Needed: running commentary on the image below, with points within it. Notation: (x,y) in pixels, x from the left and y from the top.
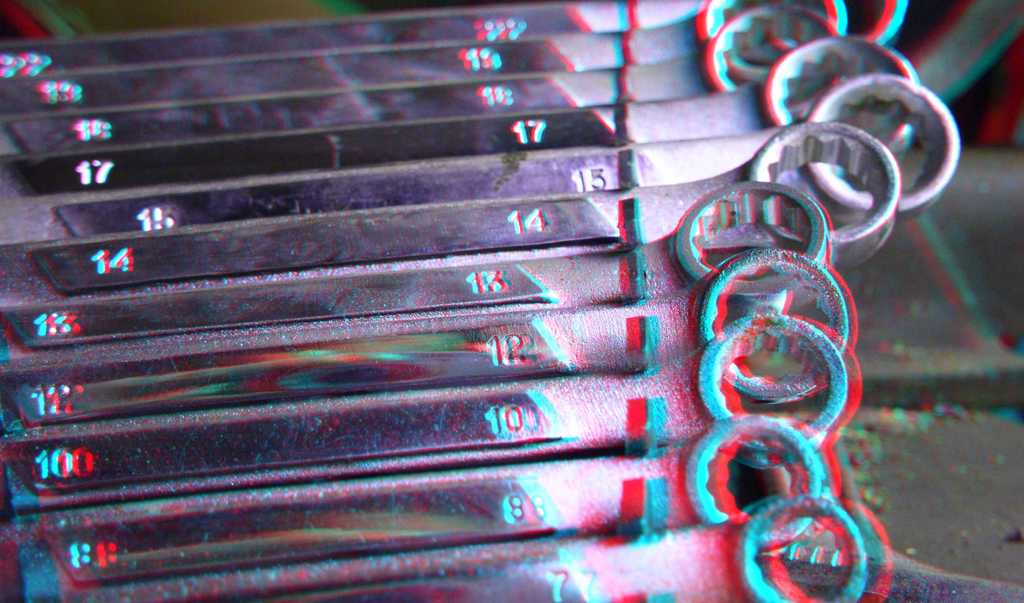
There are many spanners (284,284) with numbers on that.
